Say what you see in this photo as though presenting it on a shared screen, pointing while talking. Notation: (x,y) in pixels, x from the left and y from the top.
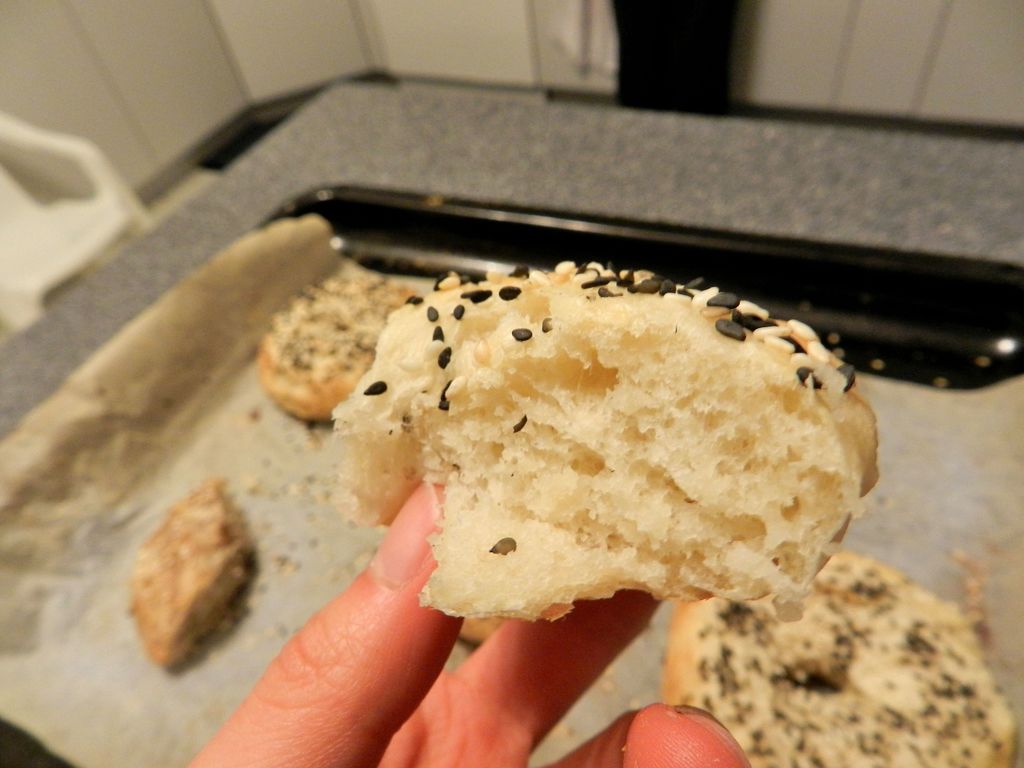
In this image I can see a hand (577,640) of a person (409,533) is holding a cream colour thing (553,393). In the background (206,551) I can see few more cream colour things (174,548), a black colour plate (838,266), a chair (119,238) and I can see this image is little bit blurry from background (25,82).
